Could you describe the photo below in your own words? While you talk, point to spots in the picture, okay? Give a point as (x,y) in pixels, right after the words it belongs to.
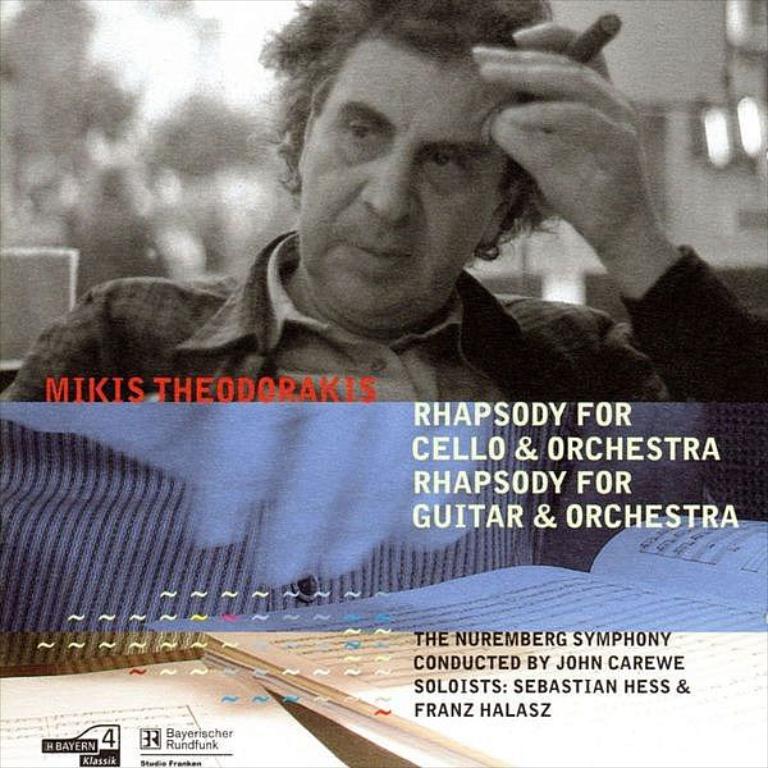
In this image we can see one man (458,1) sitting and holding an object (615,22), there is a written text (446,460).
